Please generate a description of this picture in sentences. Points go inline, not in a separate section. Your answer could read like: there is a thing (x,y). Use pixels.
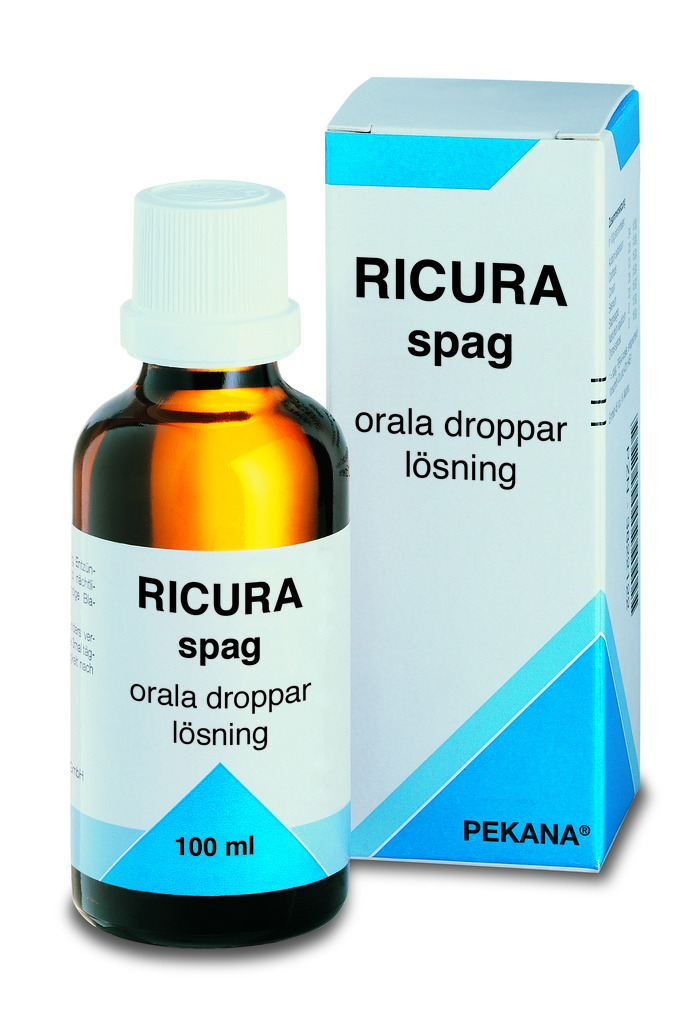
It is the image of a tonic (239,538) and the background of the tonic (261,671) is in white color.
